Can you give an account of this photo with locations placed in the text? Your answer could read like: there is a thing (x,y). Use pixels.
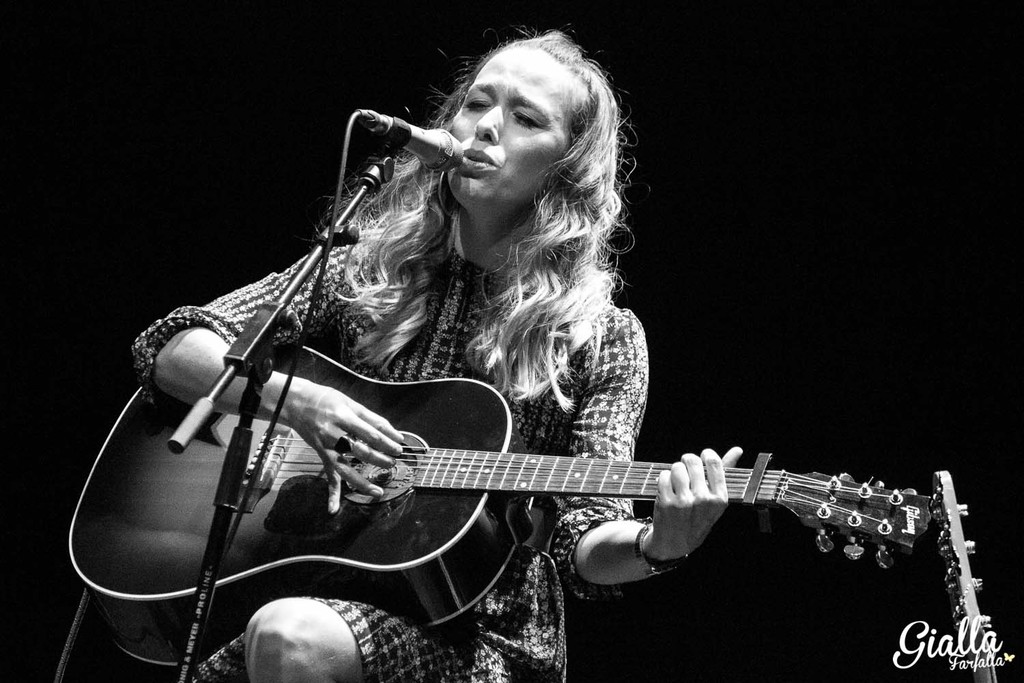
In this picture there is a woman (538,600) sitting and playing guitar (450,463) and she is singing and in the front (310,309) there is a microphone (409,140).
